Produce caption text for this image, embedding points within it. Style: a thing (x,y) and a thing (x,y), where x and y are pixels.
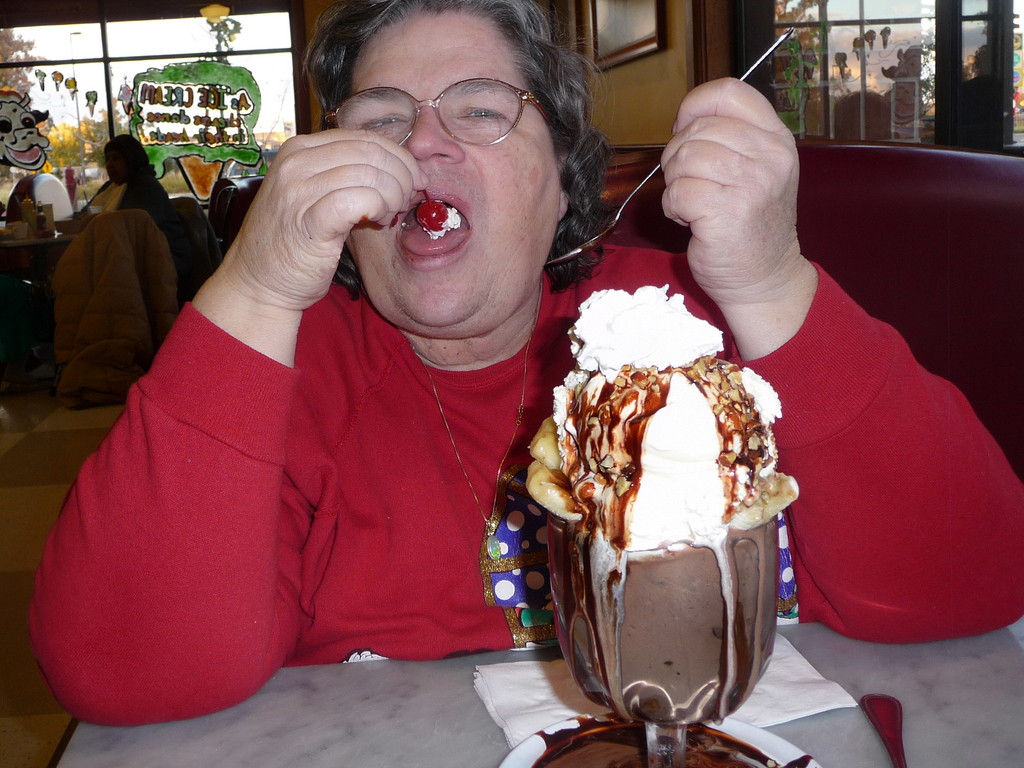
This picture might be taken in a restaurant. In this image, in the middle (596,272), we can see a woman (537,226) sitting on the chair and holding food item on one hand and spoon (670,165) in the other hand (684,198), she is also sitting in front of the table (955,712), on that table (963,684), we can see some tissues (831,692), spoons (878,719), glass (628,614) with some ice creams (676,515). On the left side (170,222), we can also see a person (170,222) sitting on the chair (196,239) in front of the table (39,248), at that table (38,249), we can see some bottles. On the right side (1003,81), we can see a couch (994,259), glass window (925,63) and a photo frame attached to a wall (679,56). In the background (150,145), we can see a glass window (287,64), outside of the glass window (203,138), we can see some trees (86,144). On the top (275,78), we can see a sky (250,42).
